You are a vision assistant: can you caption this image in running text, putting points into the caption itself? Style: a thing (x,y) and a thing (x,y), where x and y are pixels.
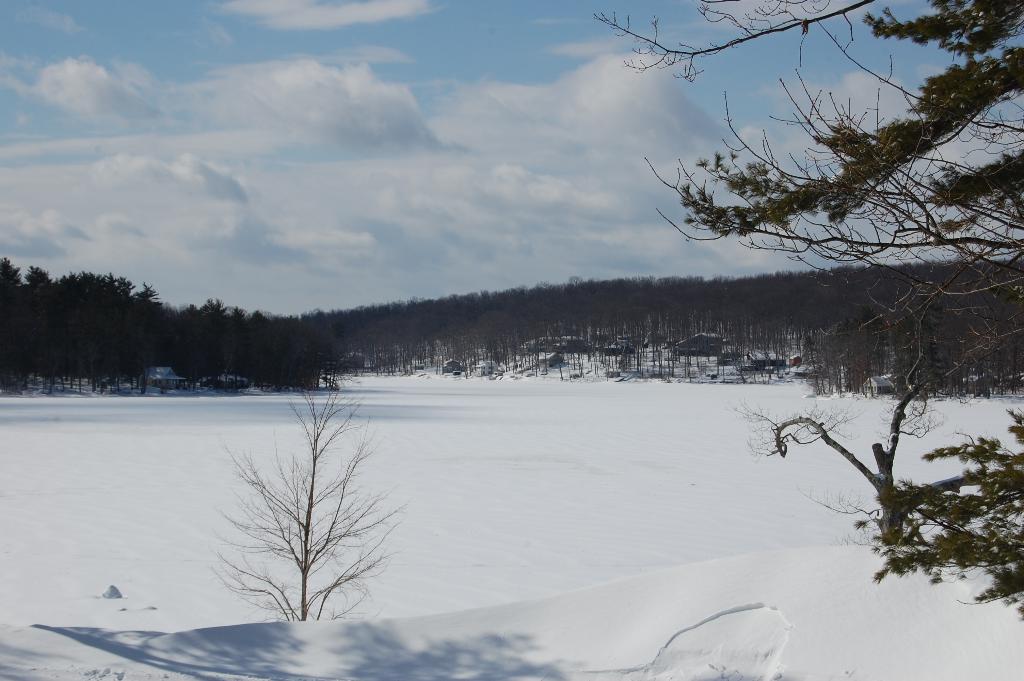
This image consists of snow (455,463). In the background (267,381), there are trees (229,373). At the top (336,126), there are clouds (370,214) in the sky (347,255).
